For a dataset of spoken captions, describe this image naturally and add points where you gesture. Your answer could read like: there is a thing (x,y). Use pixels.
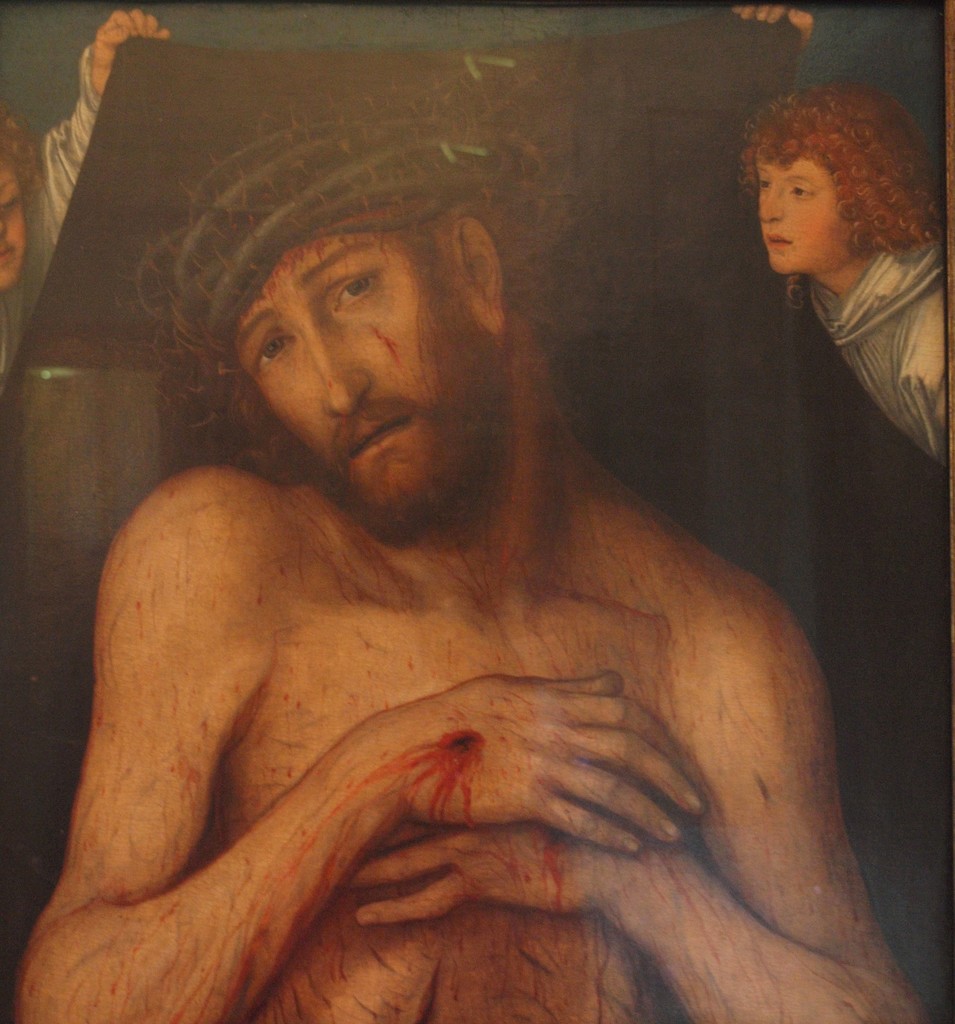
In this picture we can see the painting (492,485) of a man (343,192) and painting (895,365) of two other persons (28,169) holding some object (50,414).
